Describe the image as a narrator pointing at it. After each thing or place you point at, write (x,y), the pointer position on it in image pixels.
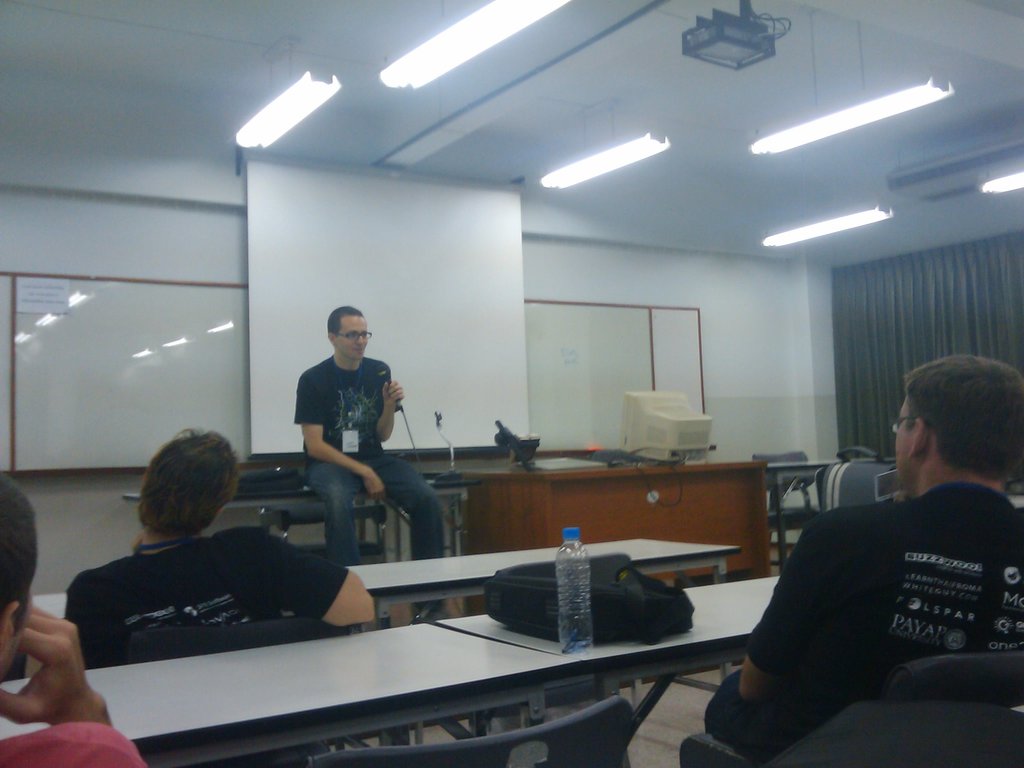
In this image i can see few persons (83,653) sitting on chairs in front of desks (600,647), On the desk (627,641) can see a bottle (581,601) and a bag (598,633). In the background (330,322) i can see a person (344,326) sitting on the table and holding a microphone (402,408). I can see a table (546,474) on which there is a monitor (671,420) and a projection screen (449,263), a projector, the ceiling (603,75), few lights (304,109), a curtain (872,292) and the wall (755,313) in the background (724,338).
